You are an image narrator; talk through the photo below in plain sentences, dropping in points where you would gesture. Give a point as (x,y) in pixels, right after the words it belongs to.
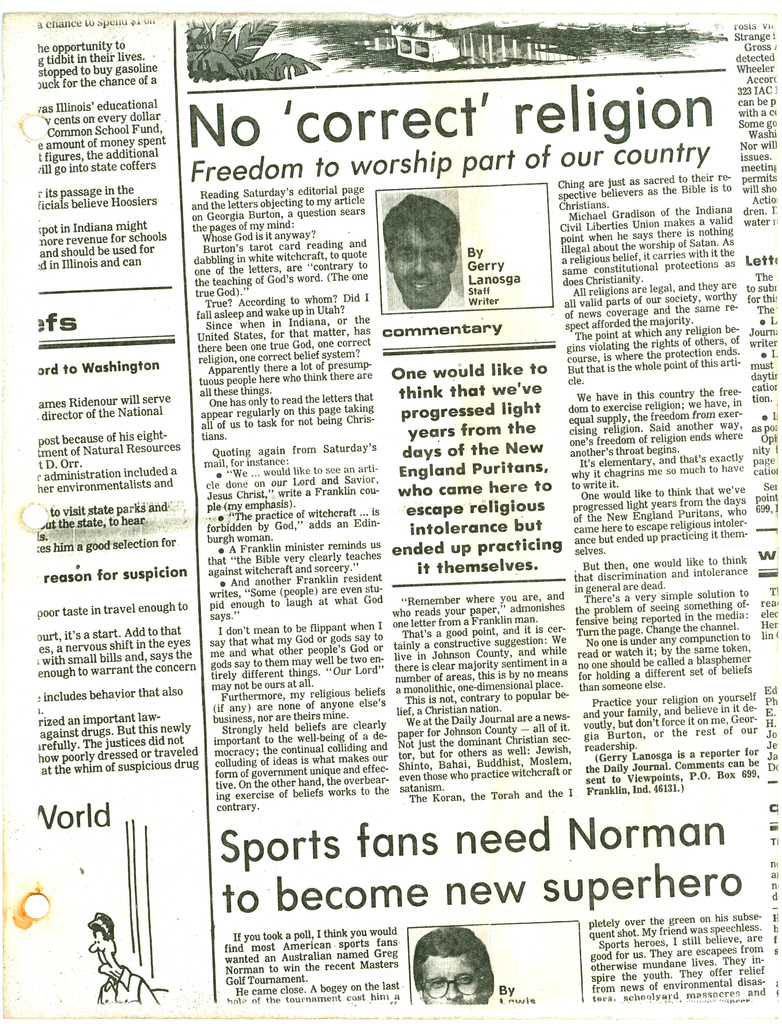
In this image I see the paper (529,339) on which there are words (264,184) written and I see a cartoon picture (117,938) over here and I see 2 pictures (428,266) of persons (450,942).
